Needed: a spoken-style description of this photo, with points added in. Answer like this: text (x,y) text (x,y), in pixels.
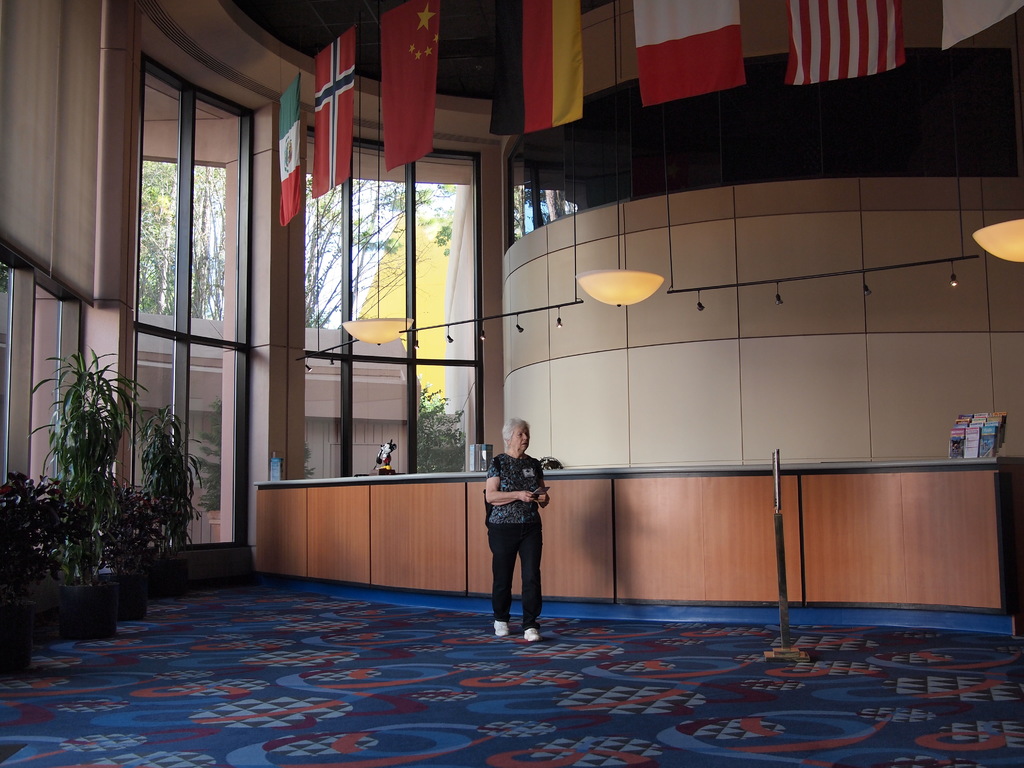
In this image, we can see a person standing on the mat (526,656) and on the left side (16,597) we can see some plants (131,565) and there are some windows (51,366), at the top (830,71) we can see some different flags (675,94), on the right side (803,490) we can see some books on the table (814,469).
